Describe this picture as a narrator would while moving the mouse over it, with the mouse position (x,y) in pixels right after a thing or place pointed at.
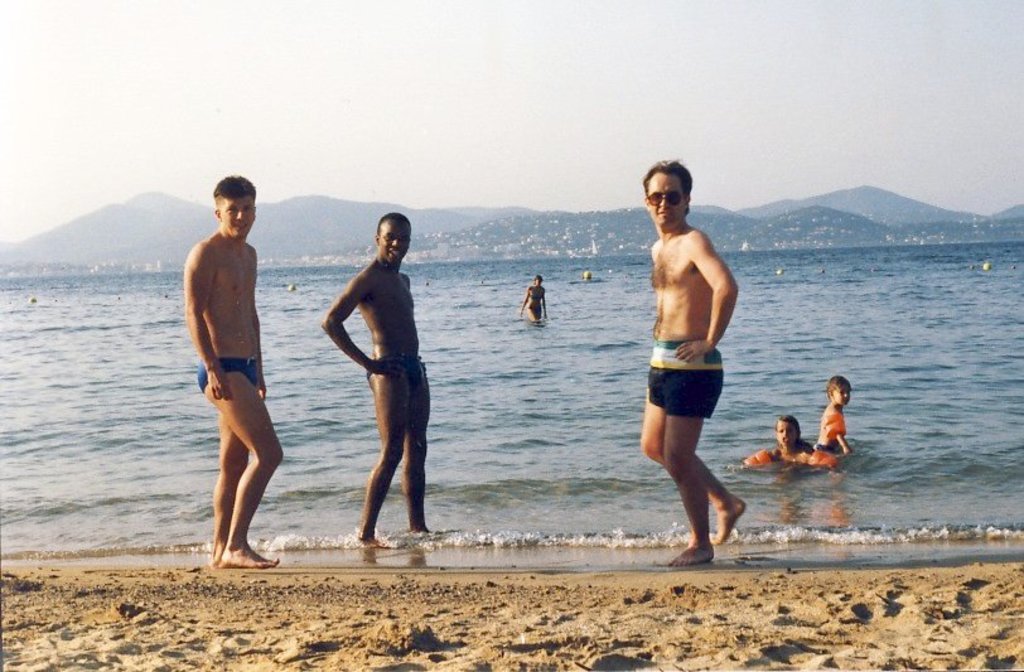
In the picture I can see these three men (664,233) are standing on the sand (441,605). In the background (1006,227), we can see few people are swimming in the water (314,428), we can see hills (319,214) and a plain sky (364,147).
